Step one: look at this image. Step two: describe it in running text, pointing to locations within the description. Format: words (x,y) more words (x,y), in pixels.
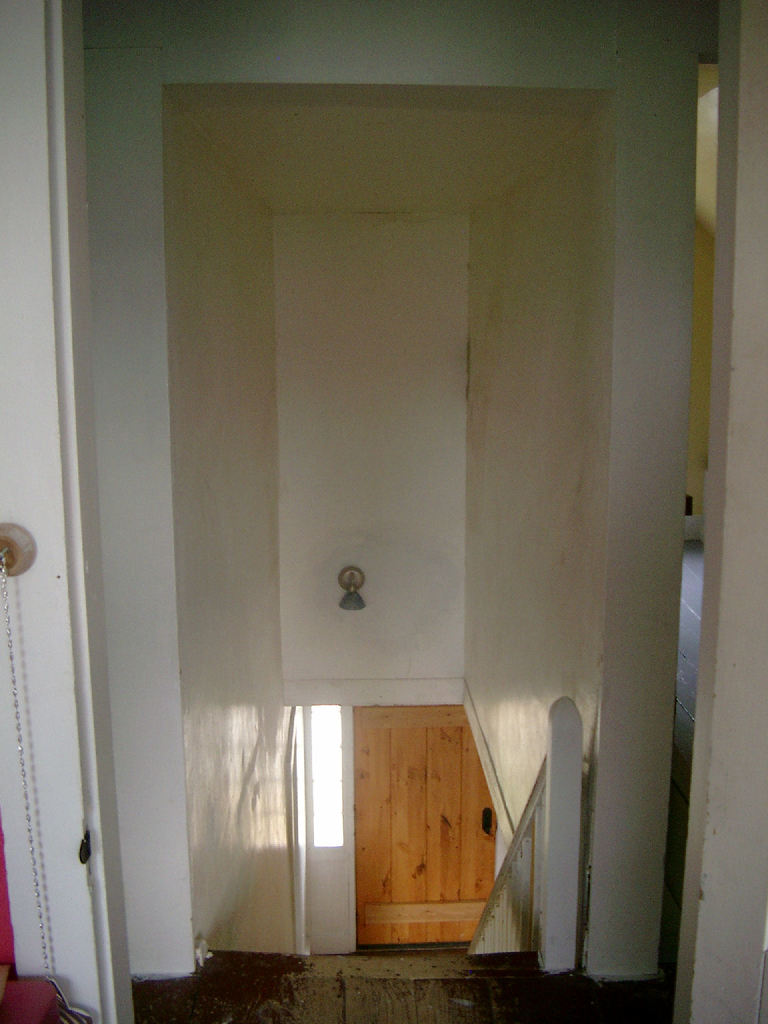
This picture describes about inside view of a house (490,633).
